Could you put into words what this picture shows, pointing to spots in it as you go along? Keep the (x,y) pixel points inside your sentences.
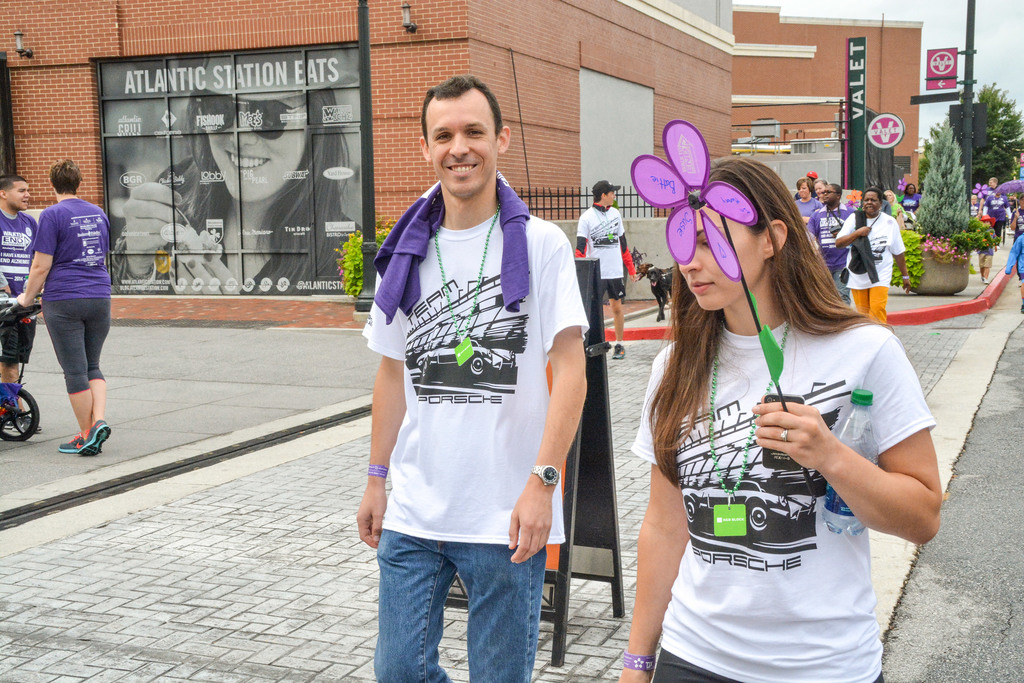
In the picture I can see people (550,411) standing on the ground (30,585). In the background (379,125) I can see buildings (618,99), trees (922,166), plants (932,205), lights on the wall (418,82) and some other objects (659,196). I can also see the sky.
